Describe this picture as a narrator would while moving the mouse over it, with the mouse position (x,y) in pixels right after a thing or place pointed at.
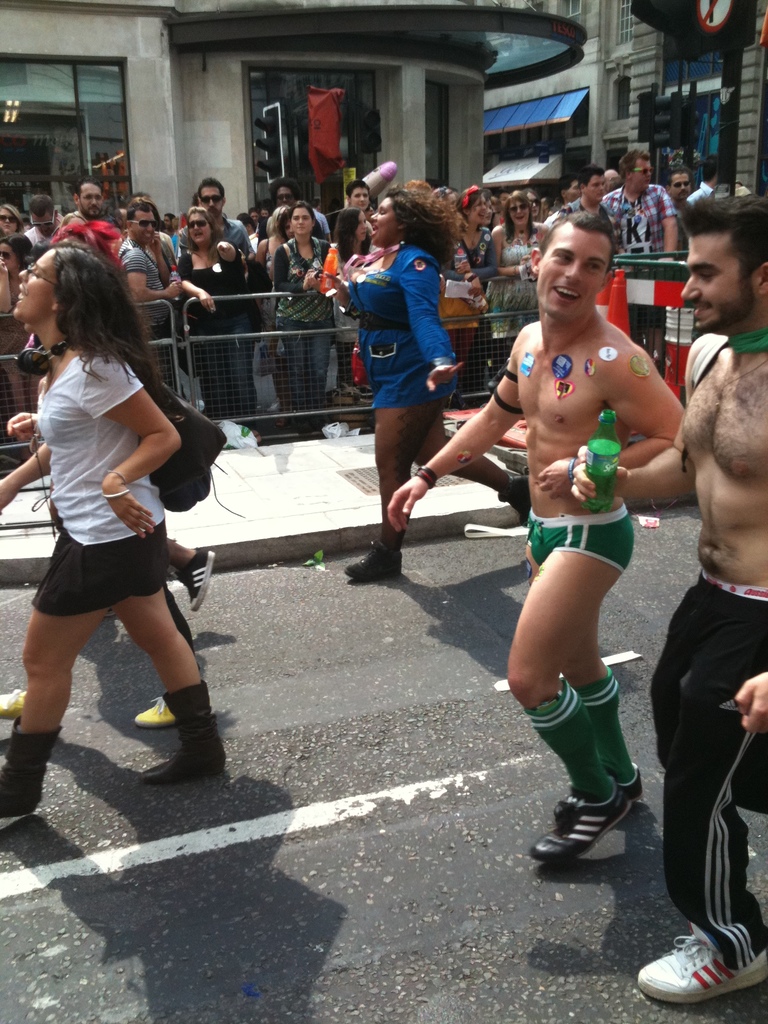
In this picture we can see some people (572,553) are walking, a man (744,624) in the front (434,478) is holding a bottle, in the background (644,163) there are some people (583,210) standing, we can see barricades (454,331) in the middle (308,345), we can also see buildings (605,90), traffic lights (676,19) and a board (709,14) in the background (708,46).
